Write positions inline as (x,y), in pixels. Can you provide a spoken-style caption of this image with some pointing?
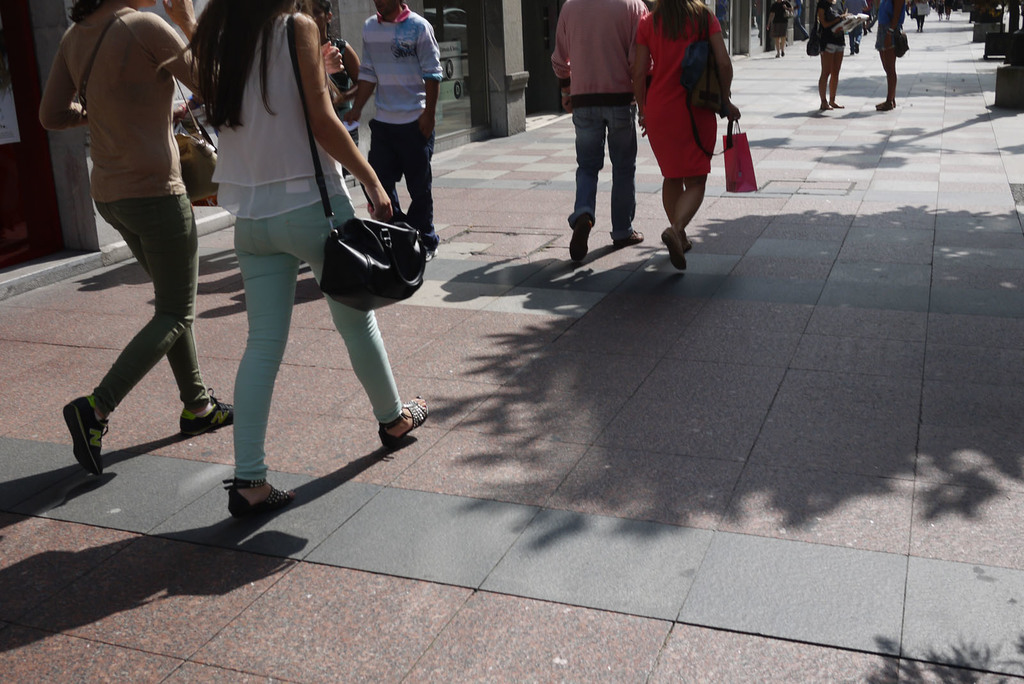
There are some people (252,174) walking on this path (663,303). There are men (561,70) and women (893,33) on this road (744,73). In the background (485,92) there are some buildings (464,69) here.
